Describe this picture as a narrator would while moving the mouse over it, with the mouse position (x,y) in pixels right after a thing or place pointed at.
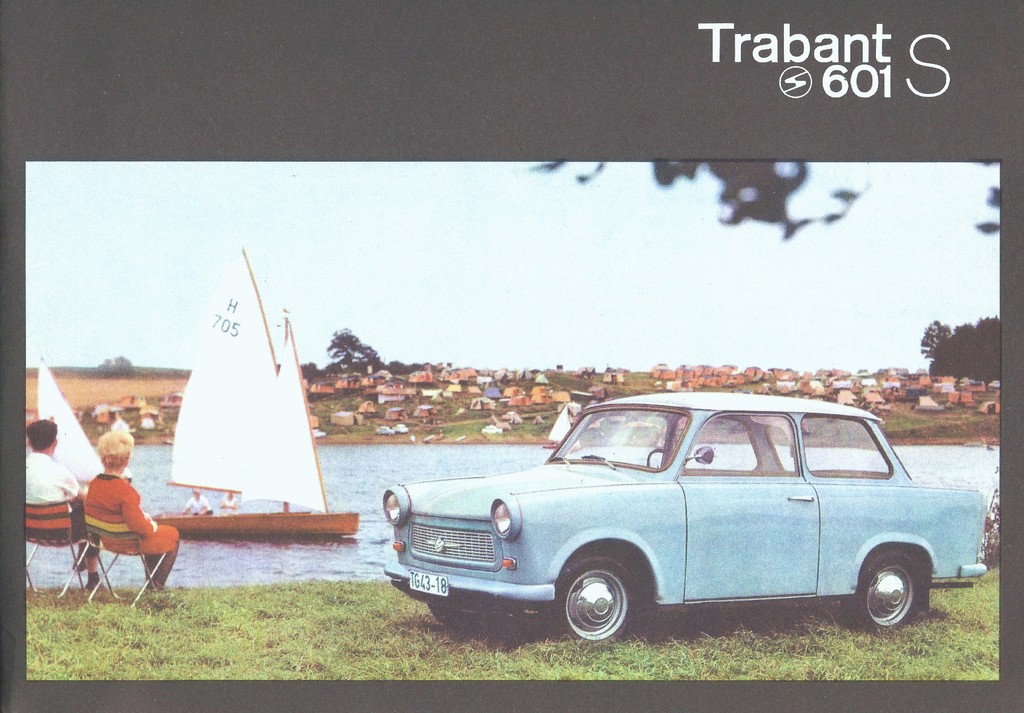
This is an edited picture. In this image there is a car (822,592) on the grass (819,623) and there are two persons (120,486) sitting on the chairs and there are boats (197,468) on the water (236,561) and there are two persons (237,501) on the boat (250,416). At the back (906,402) there are tents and trees (970,340). At the top (587,229) there is sky (696,225). At the bottom (362,590) there is water (250,574) and grass (384,624). At the top right (914,93) there is text (798,94).
